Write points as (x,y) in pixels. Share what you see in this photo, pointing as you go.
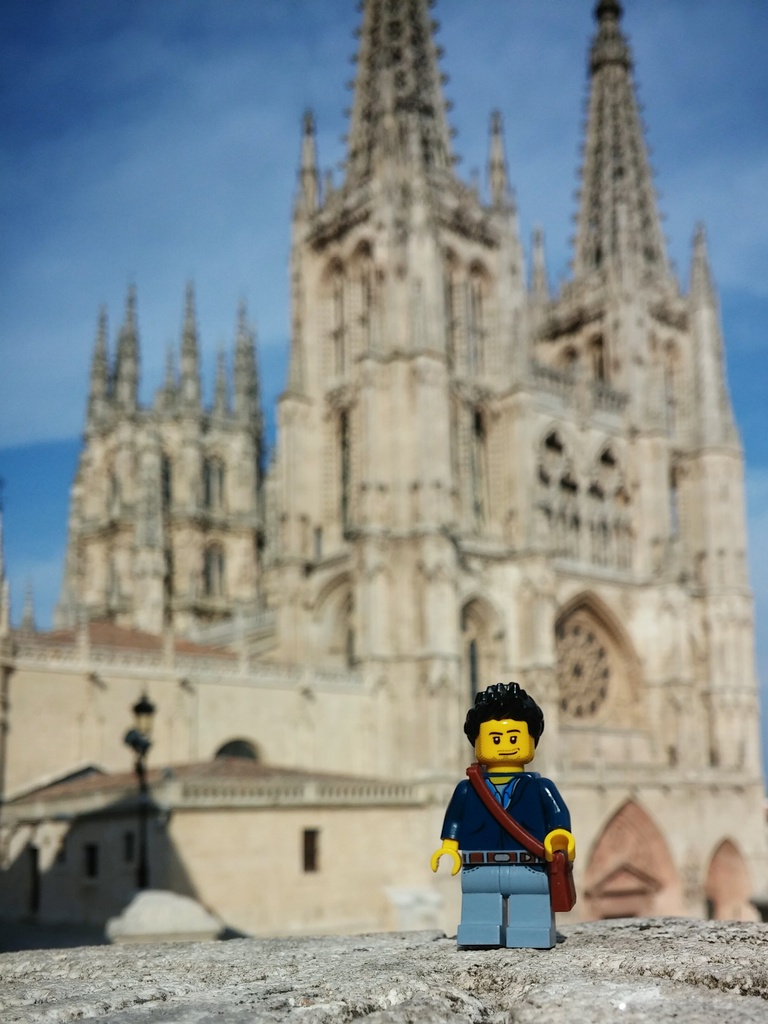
In this image at front (520,717) there is a depiction (466,893) of a boy (500,893). At the back side (388,807) there is a church (443,533) and in front of the church (252,712) there is a street light (145,789). In the background (207,216) there is the sky (186,129).
